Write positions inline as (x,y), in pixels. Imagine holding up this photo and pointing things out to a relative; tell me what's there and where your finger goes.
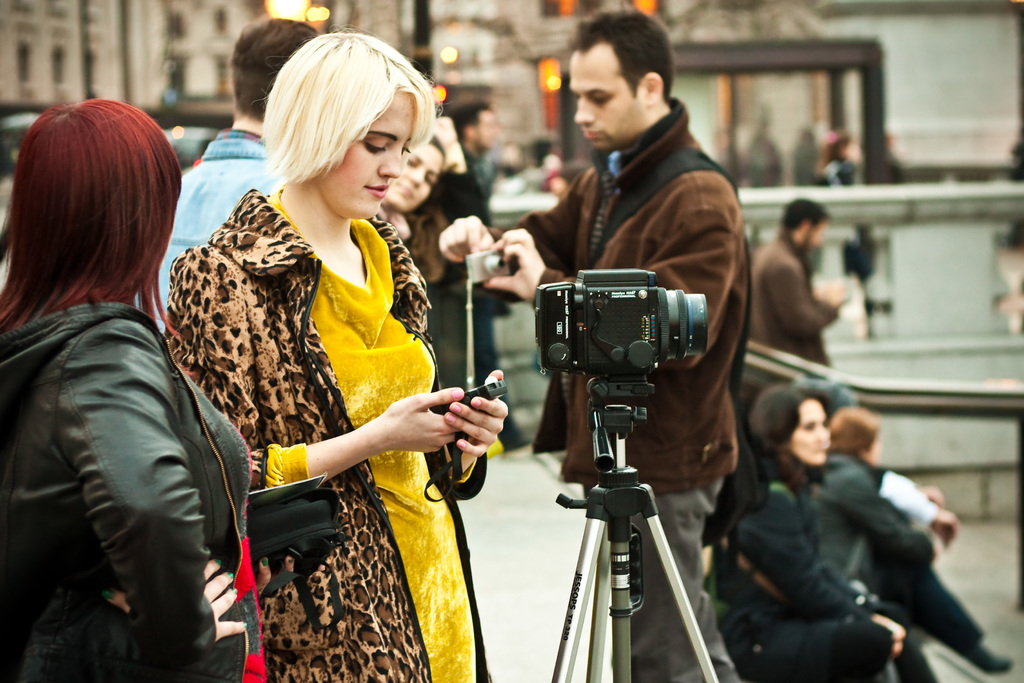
In this picture we can see persons (335,300) standing and holding camera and other devices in their hands (457,411) and few persons (830,498) sitting here. This is a camera (626,322) in front of the picture.
